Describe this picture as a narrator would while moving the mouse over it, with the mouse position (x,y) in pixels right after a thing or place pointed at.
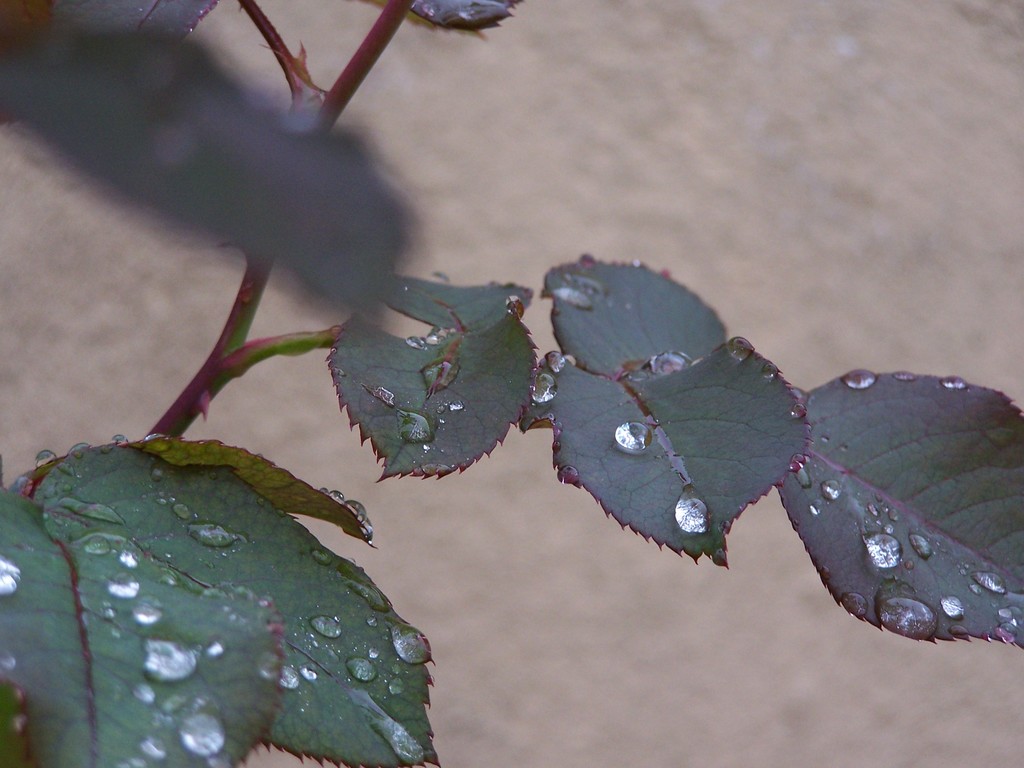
In this picture we can see a plant (209,388). Behind the plant (347,286), there is a blurred background (7,342).
